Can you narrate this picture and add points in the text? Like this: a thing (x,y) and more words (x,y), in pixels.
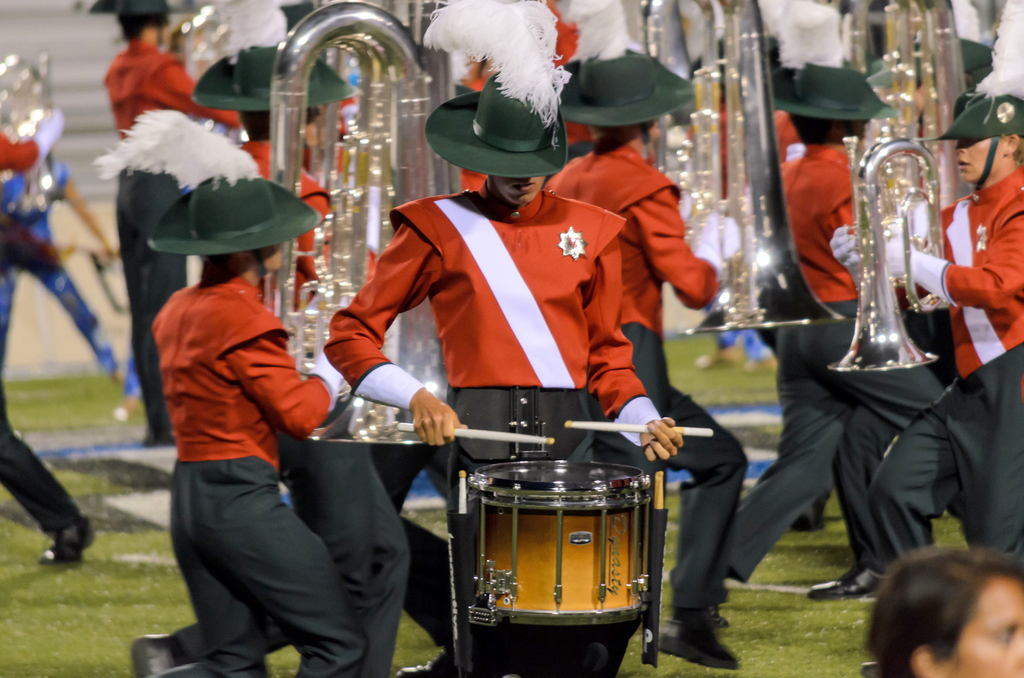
In this picture we can see some persons (647,439) playing musical instruments (854,20). And this is grass (52,624).
